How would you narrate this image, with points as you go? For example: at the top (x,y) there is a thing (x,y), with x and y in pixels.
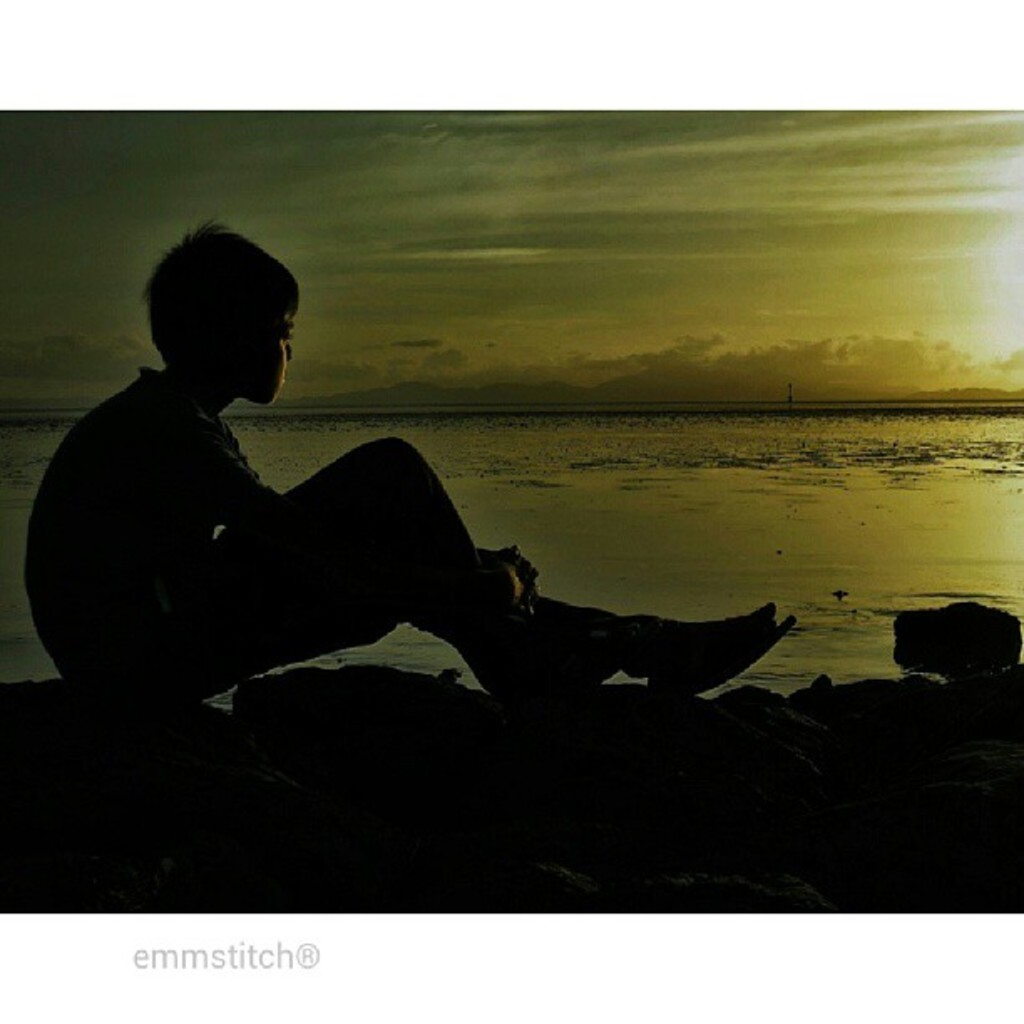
In this picture there is a boy (378,579) sitting at the seaside (321,679) and looking straight. Behind there is a sea water (671,520).
